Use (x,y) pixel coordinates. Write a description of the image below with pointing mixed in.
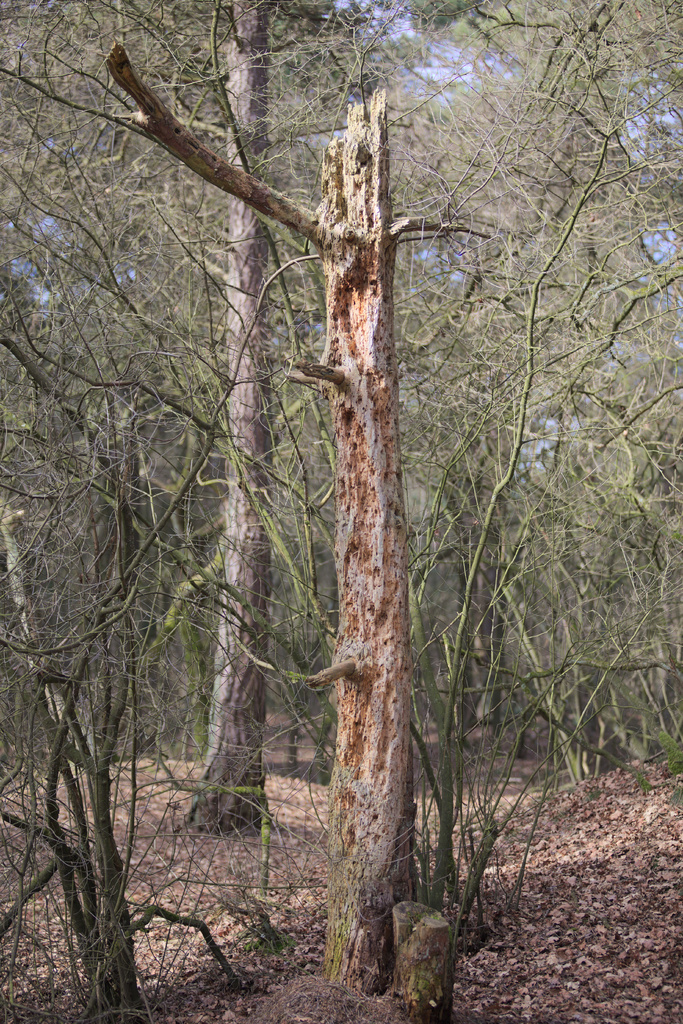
In this picture I can see the ground (31,945) on which there are number of leaves (34,975) and I can see number of trees (327,275).
